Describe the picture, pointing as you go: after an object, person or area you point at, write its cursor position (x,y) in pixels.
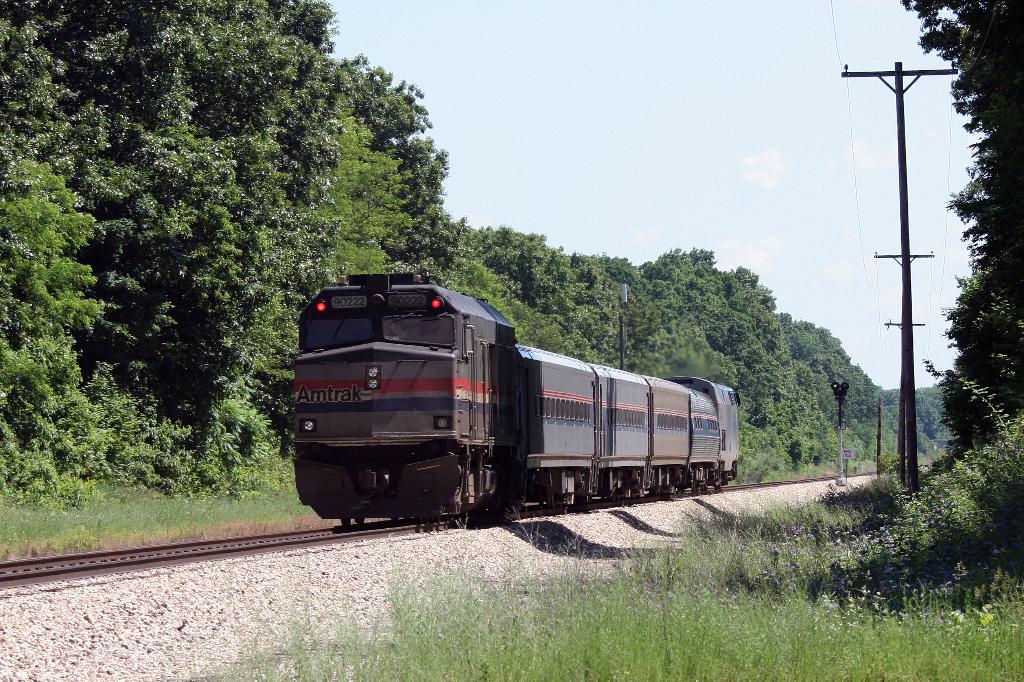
In this picture, we see the train (469,409) is moving on the railway tracks (252,550). At the bottom (622,664), we see the grass (683,631) and the concrete stones (294,602). On the right side (977,79), we see the trees (968,89) and the electric poles (899,78). Beside that, we see a pole (848,451). On the left side (304,228), we see the trees (170,288). There are trees (672,300) in the background (713,359). At the top (647,154), we see the sky (680,148).
